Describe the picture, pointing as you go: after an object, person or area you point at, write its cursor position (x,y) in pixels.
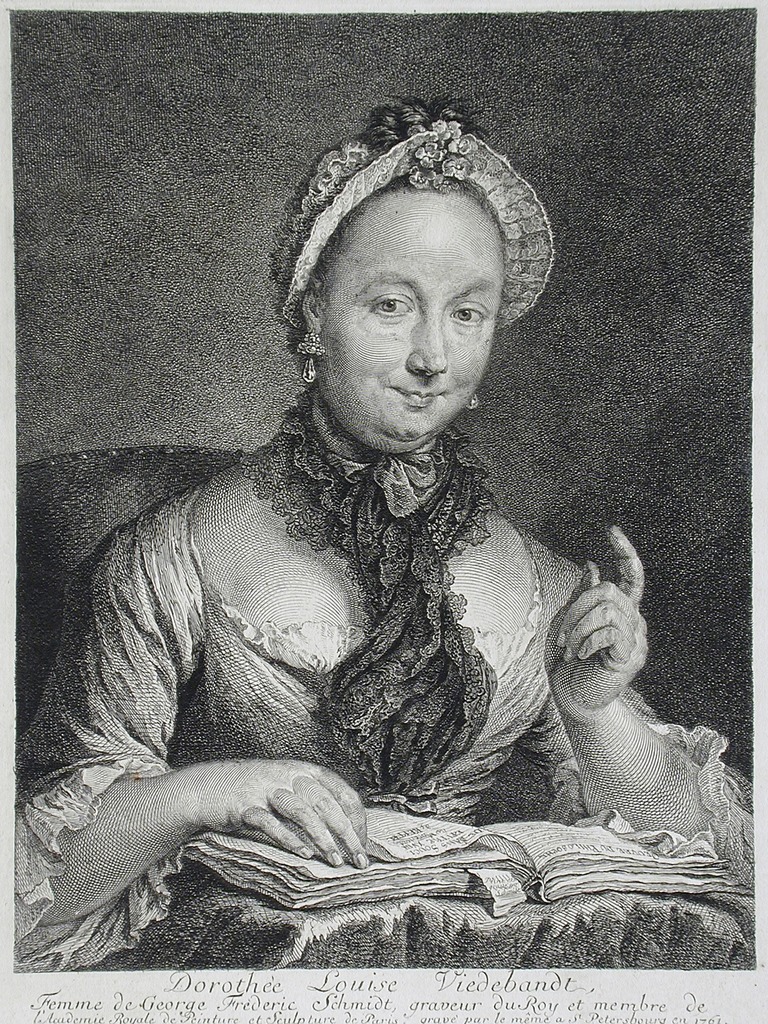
This is an painting image in which there is a girl (369,681) sitting and smiling and holding paper (399,849) in her hand (362,823).
